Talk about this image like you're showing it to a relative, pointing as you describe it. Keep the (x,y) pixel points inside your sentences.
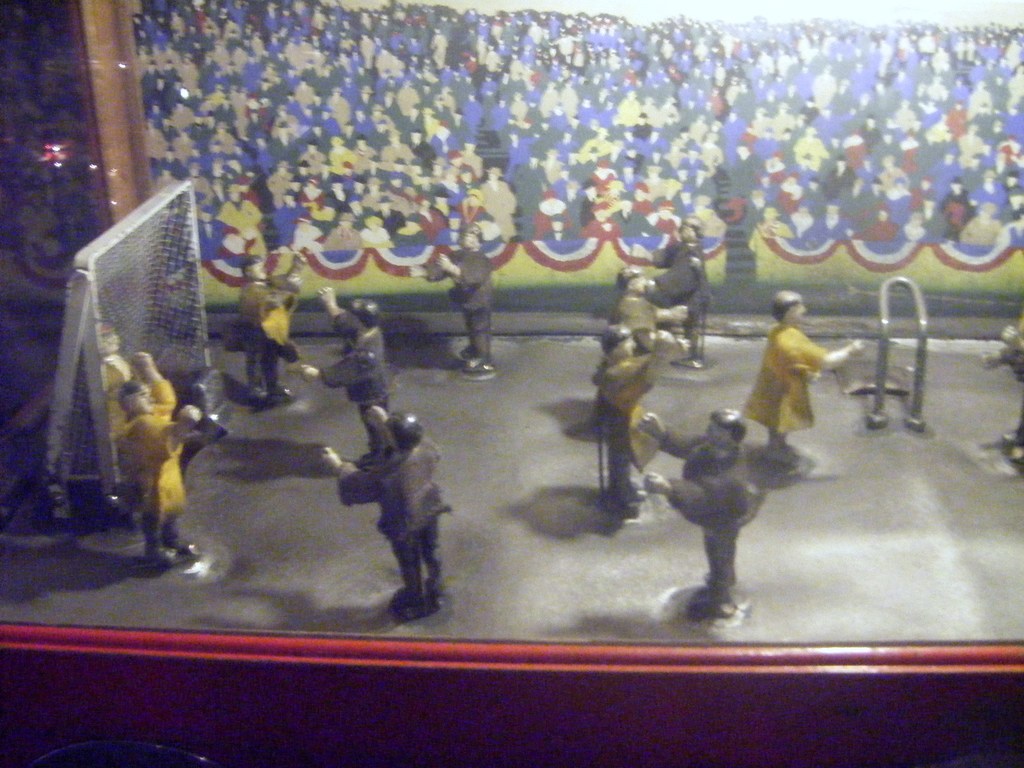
In this picture there are few toys (413,431) and there is a net (127,274) in the left corner (141,313) and there is a painting (544,135) in the background (622,140).
